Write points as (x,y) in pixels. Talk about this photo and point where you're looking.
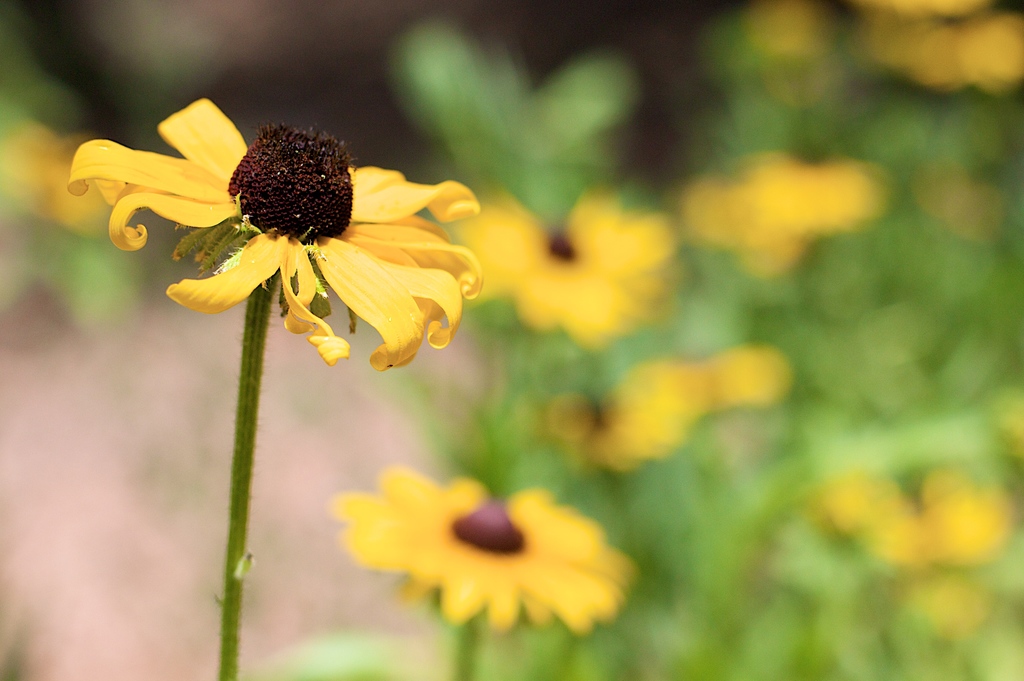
In this image, we can see a flower (284,281) with stem (244,481). Background (221,433) there is a blur view. Right side of the image (955,194), we can see so many plants (732,454) with flowers (654,381).
